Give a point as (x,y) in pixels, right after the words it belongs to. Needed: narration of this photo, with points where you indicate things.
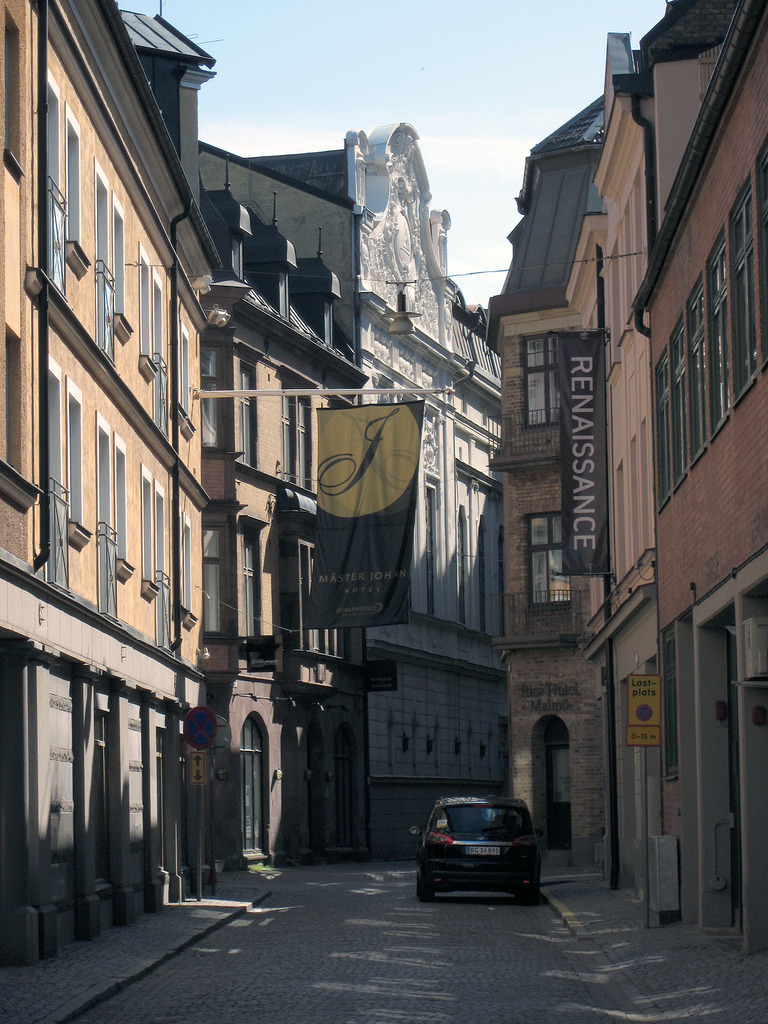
In this image in the center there is car (456,857) which is black in colour, and on the left side (142,568) there are buildings (191,496), there is a flag (379,417) hanging on the building (155,405). On the right side (622,514) there are buildings (637,518) and there is a flag (592,423) on the building (623,415) which is on the right side (623,430) and in front of the building (700,786) there is a pole (645,820). In the background (470,530) there is a building (478,552).
